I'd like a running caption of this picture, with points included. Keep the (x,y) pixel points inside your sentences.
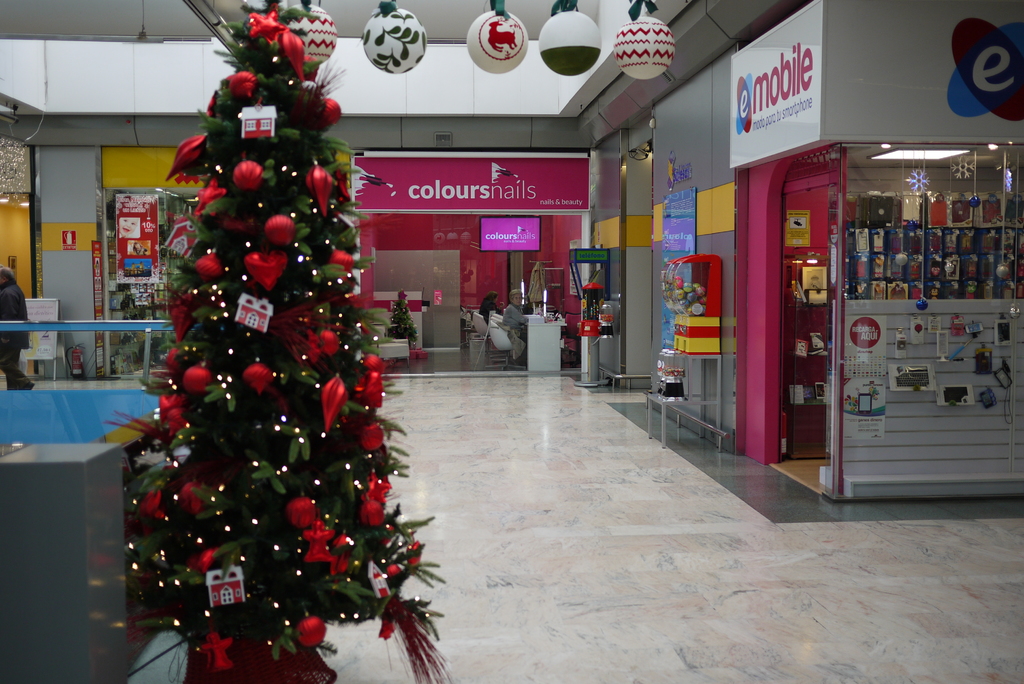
There is a tree (207,337) with decorations (192,158). There are balloons (377,29). Also there are shops (543,287) with name boards (426,195). There are many items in the shops (453,326). In the back (503,328) there are chairs (470,318) in the shop (470,308). Two persons (491,297) are sitting on the chairs (497,326). Also there is a fire extinguisher (74,365) in the back (70,351).
